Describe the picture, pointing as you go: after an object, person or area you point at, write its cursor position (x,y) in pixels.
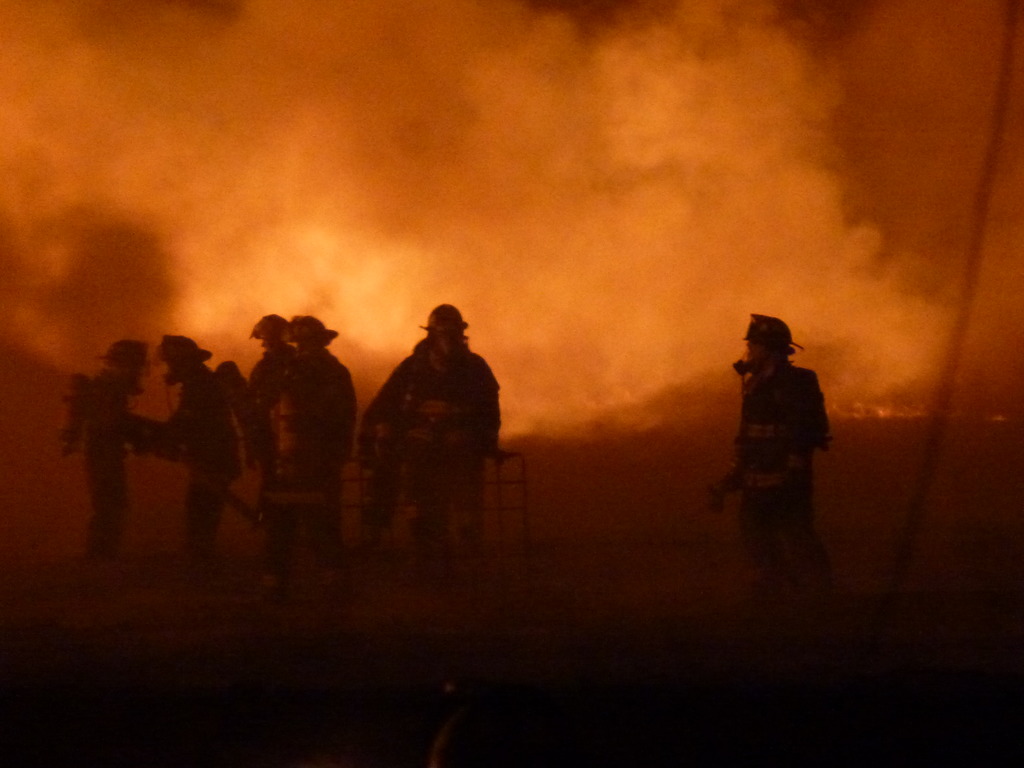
In this image I can see the dark picture in which I can see the ground (529,625), few persons (464,436) standing on the ground (526,474) and the smoke (571,264).
